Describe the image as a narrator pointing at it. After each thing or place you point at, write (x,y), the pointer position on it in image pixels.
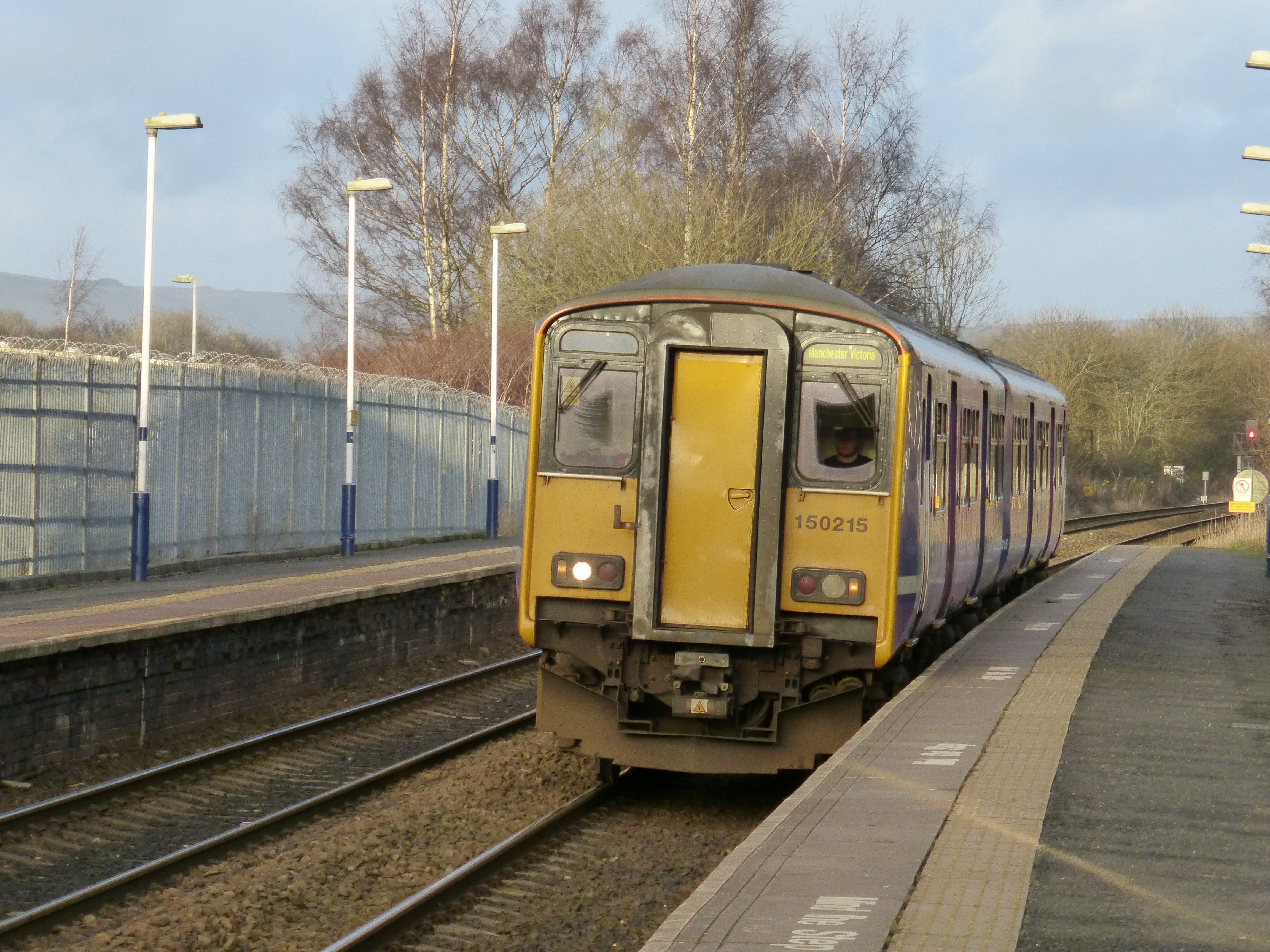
In this image we can see a train (736,654) on the track (630,799), there we can see another track (449,747), some stones (459,797) and platforms (798,951). There we can see sign board (1257,492), some lights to the electric pole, few trees (850,159), fence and the sky (903,2).
